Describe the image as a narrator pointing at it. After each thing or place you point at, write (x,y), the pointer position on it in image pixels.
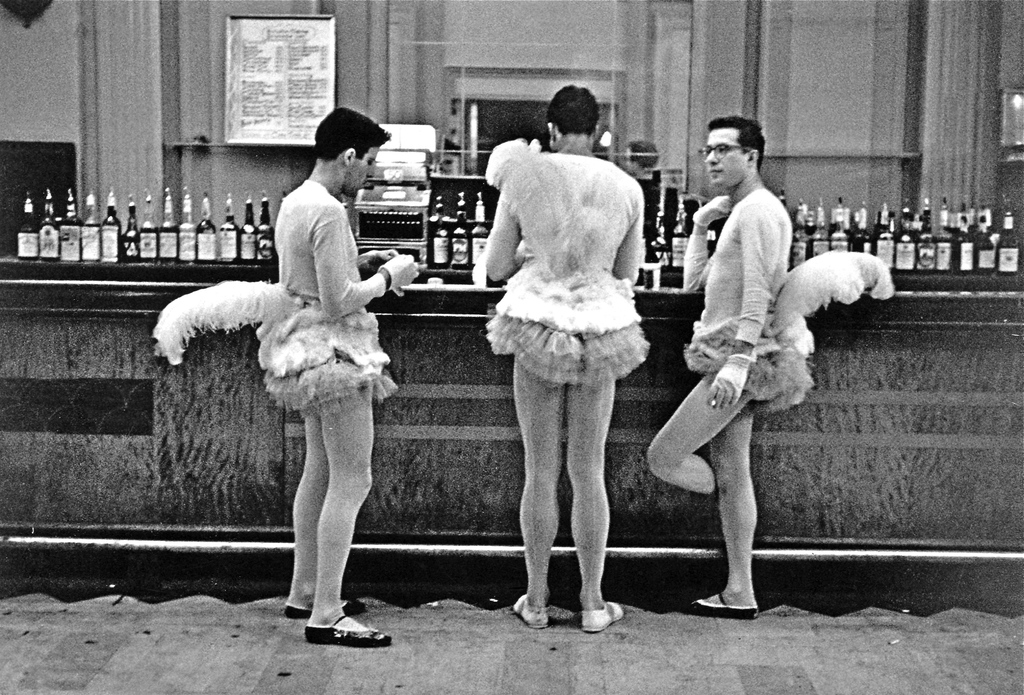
In this image I can see three persons (711,274) wearing frocks (567,351) and standing in front of the table (951,330), on the table (951,330) I can see bottles (948,249) and at the top (531,75) I can see the wall (811,68).
